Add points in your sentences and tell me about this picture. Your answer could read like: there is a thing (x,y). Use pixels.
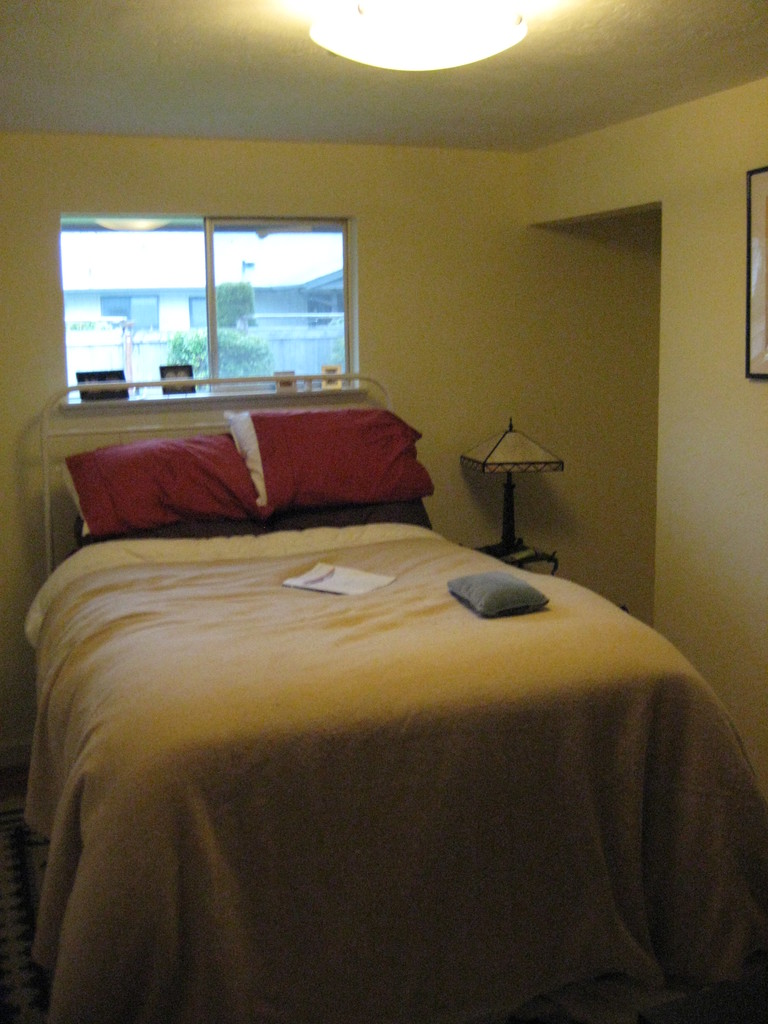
In this picture we can see a bed (347,649) in the front (347,649), there are two pillows (305,483) and a bed sheet (311,697) on the bed (311,697), we can see a lamp (378,58) here, in the background (294,341) there is a window (305,340), we can see a tree (222,340) from the window (221,360).
